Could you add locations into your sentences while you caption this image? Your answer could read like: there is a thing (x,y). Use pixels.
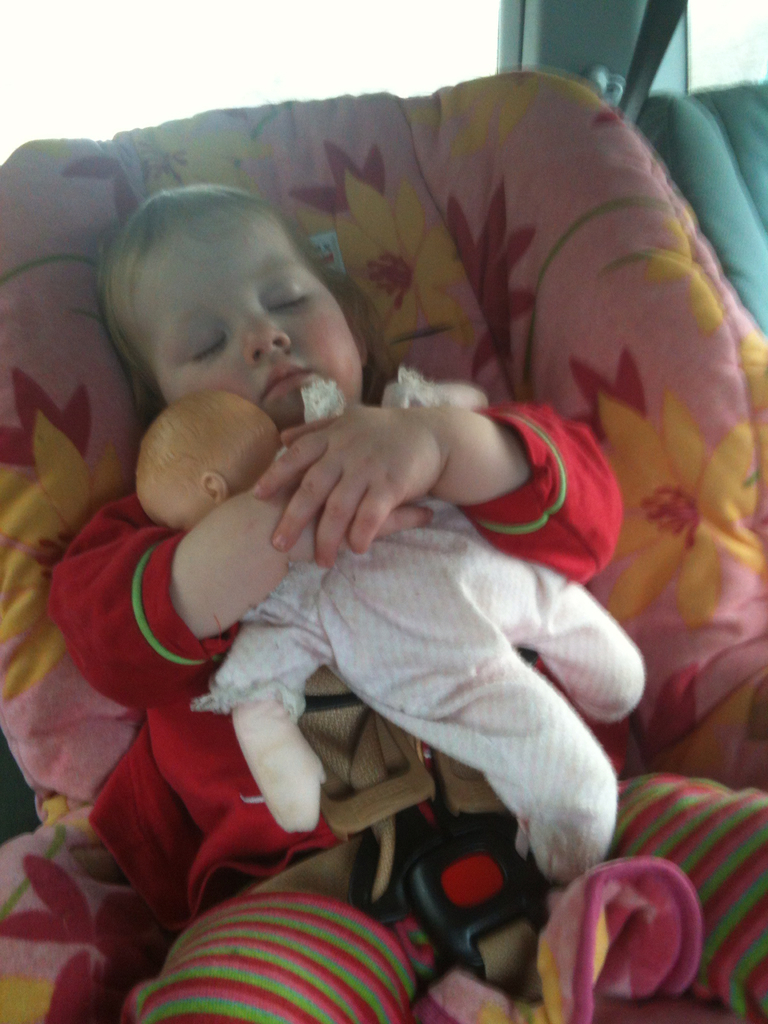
In this image we can see a child (614,728) lying and holding a doll (399,683) in its hands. In the background (338,201) we can see a window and seat (125,139).
